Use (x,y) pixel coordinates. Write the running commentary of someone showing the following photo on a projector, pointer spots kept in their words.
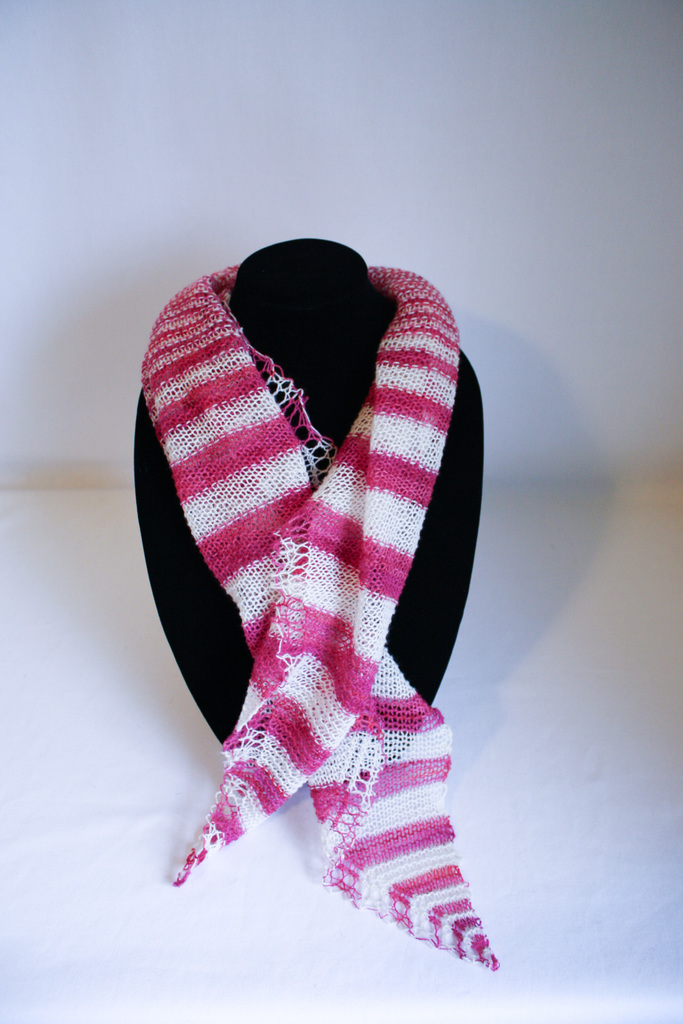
This picture shows a scarf (264,432) on the mannequin (150,476) and we see a white background (659,272).
